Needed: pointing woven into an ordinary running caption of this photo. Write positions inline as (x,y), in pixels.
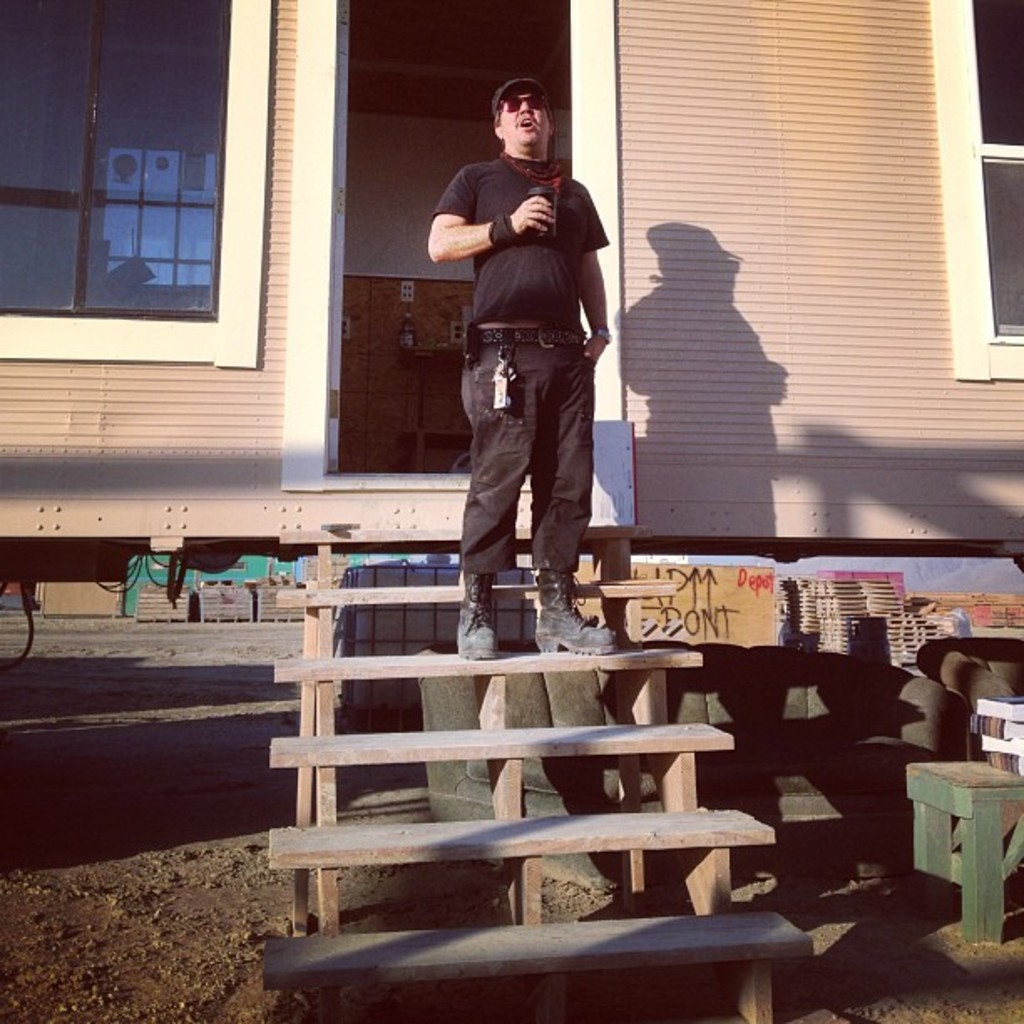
In the center of the image (502,501) there is a person (591,646) standing on a staircase (723,950). In the background of the image (806,56) there is a wall (908,90). There are windows (200,55). There is a door (332,396).
